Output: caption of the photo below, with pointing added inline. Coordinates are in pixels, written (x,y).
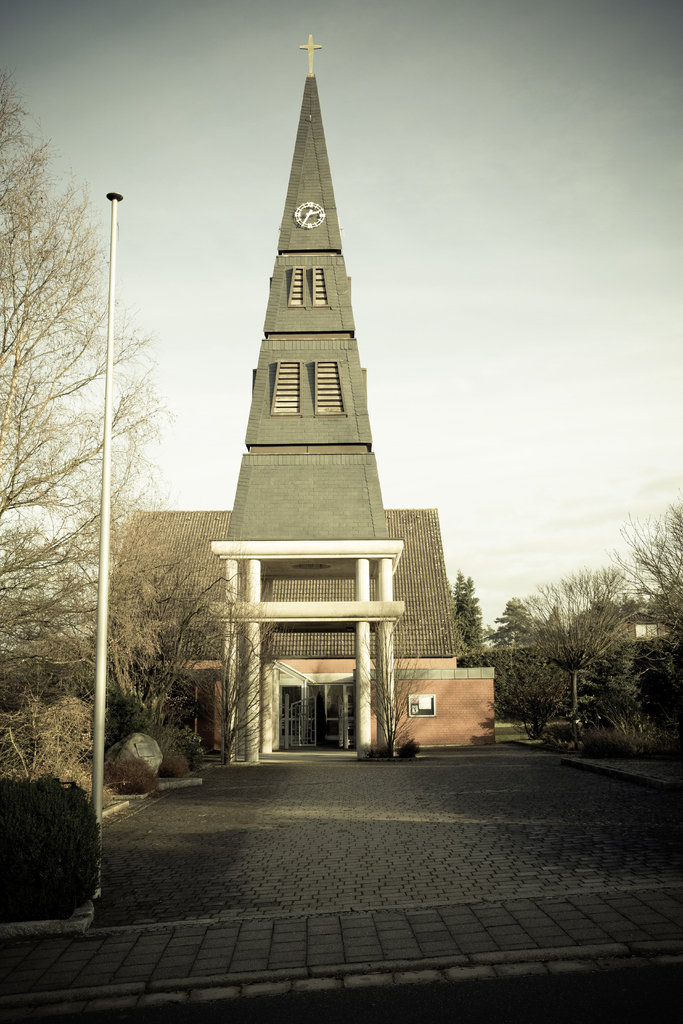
In the background (250,222) we can see the sky (405,264). In this picture we can see a church (323,423), pillars (364,728) and gate (347,728). On the right (587,576) and left side of the picture (74,677) we can see the trees (467,603). In this picture we can see a pole (98,709), plants (72,815). At the bottom portion of the picture (330,906) we can see the floor (316,931).
